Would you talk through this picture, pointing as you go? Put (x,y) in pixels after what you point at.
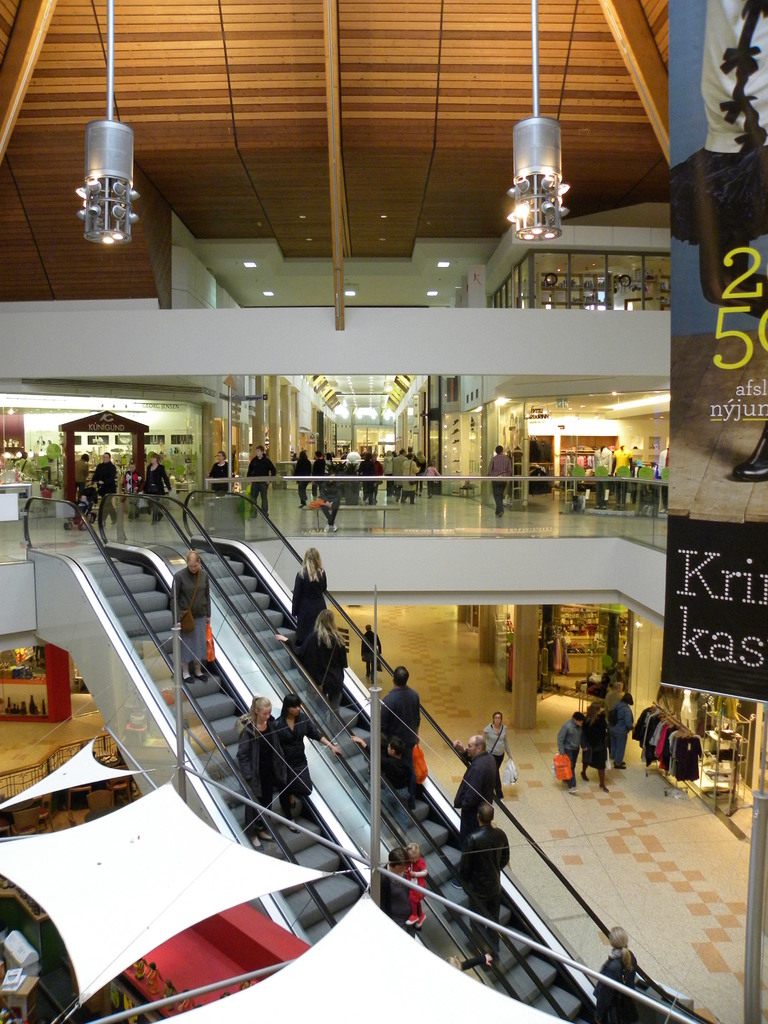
In this image I can see the inner part of the building (588,889) and I can also see group of people (165,478), some are standing and some are walking. In front (345,902) I can see few stairs (329,893), background (541,462) I can see few banners (701,524) and I can also see few clothes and lights (76,192).
